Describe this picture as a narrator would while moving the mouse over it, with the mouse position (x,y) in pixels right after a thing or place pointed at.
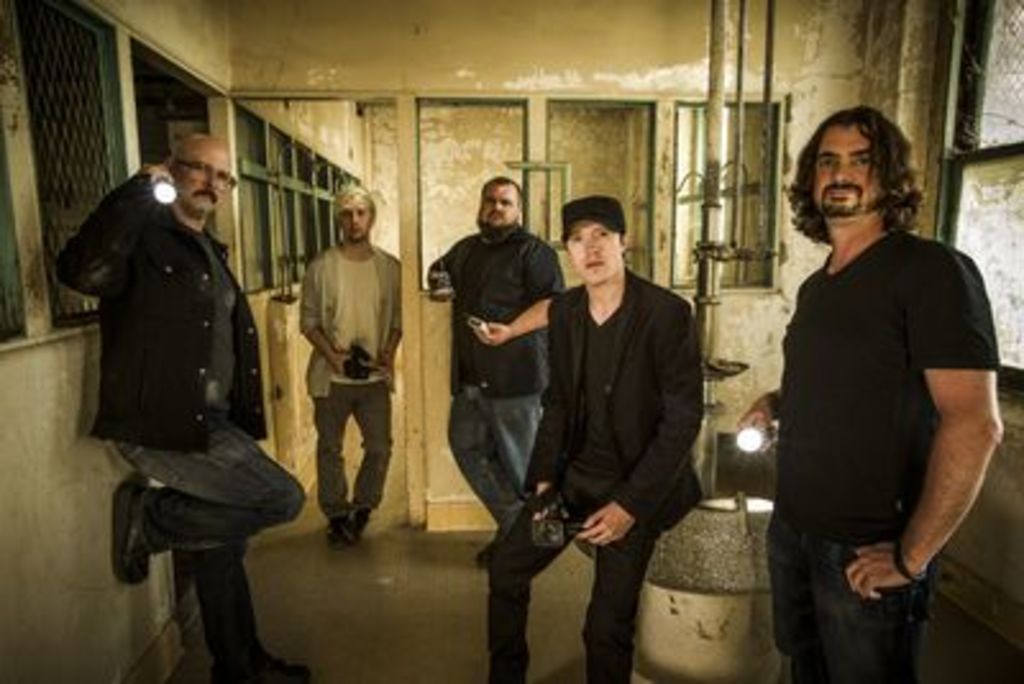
In this image we can see a few people (453,319) holding the objects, there are some windows (564,266) and a pole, also we can see the wall (680,82).
